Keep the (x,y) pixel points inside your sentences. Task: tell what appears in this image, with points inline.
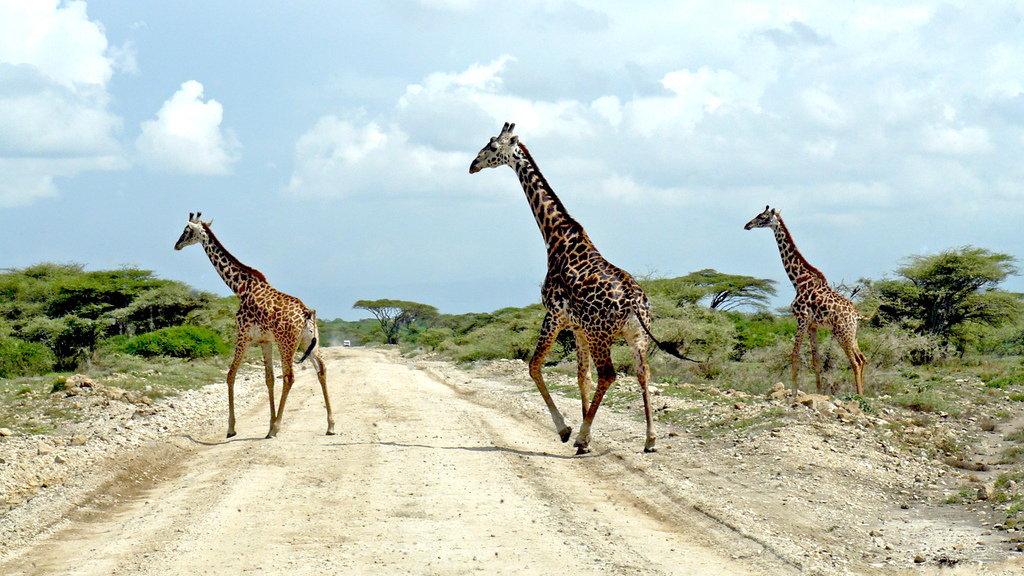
In this image there are three giraffes (601,294) walking on the road (311,370). On the road (123,455) there is sand (604,482) and stones (91,382). In the background (115,312) there are trees (110,318). At the top (362,71) there is the sky (393,83).
